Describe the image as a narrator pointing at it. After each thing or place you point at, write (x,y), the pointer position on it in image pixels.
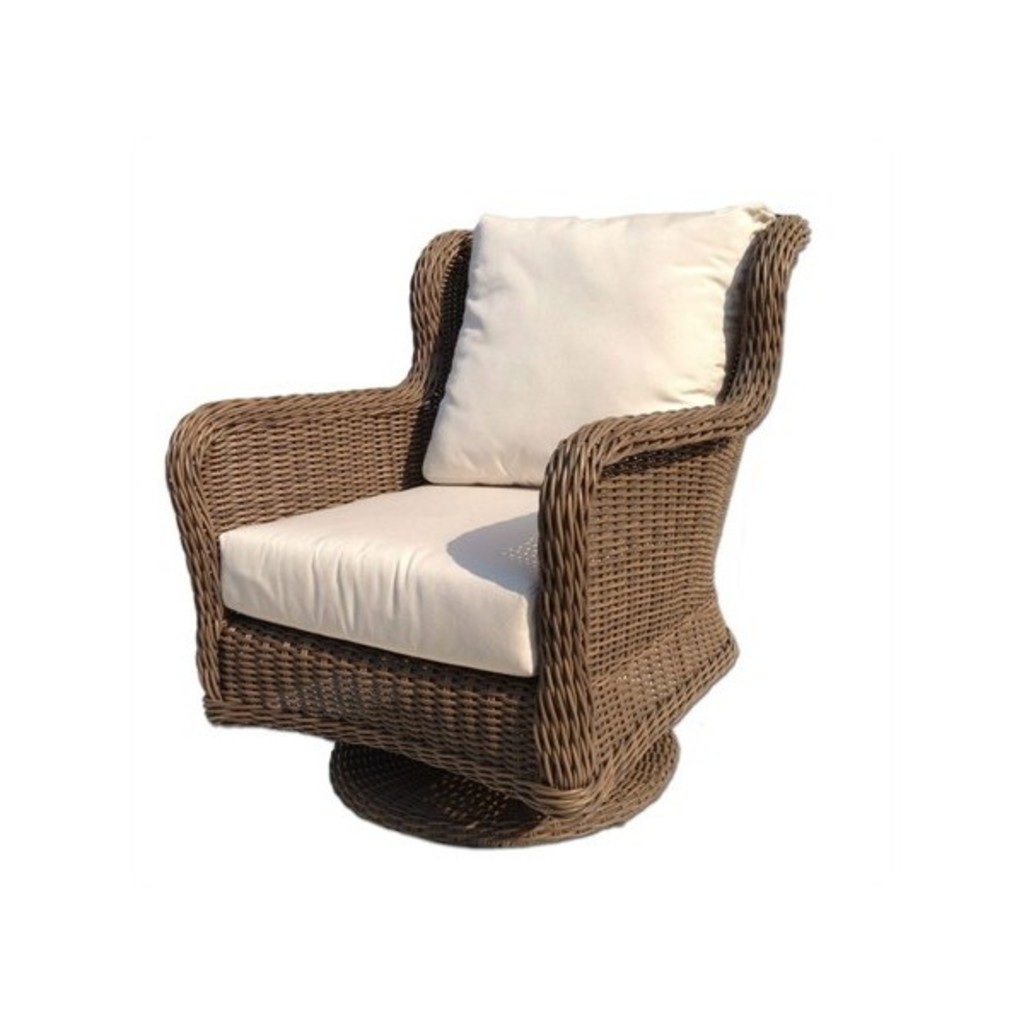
In this picture we can see a chair (521,432) with white cushions (466,578).
